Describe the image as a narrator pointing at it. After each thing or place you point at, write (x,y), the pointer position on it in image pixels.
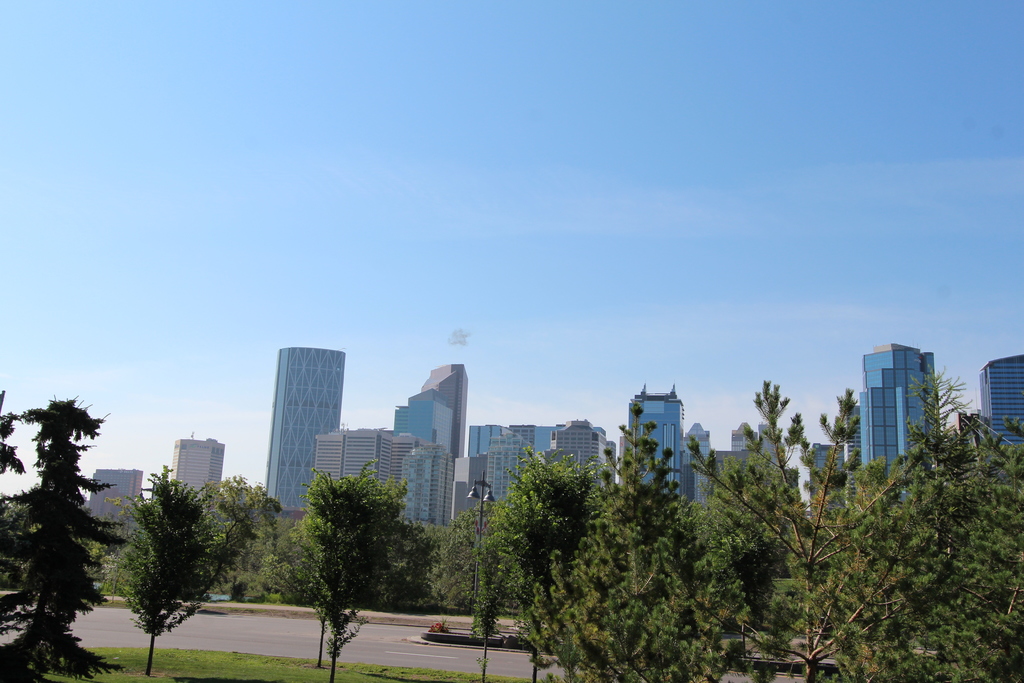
In this picture we can see lights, pole (474,562), grass (199,660), road (362,626) and trees (349,526). In the background of the image (491,438) we can see buildings (903,400) and sky (586,311).
